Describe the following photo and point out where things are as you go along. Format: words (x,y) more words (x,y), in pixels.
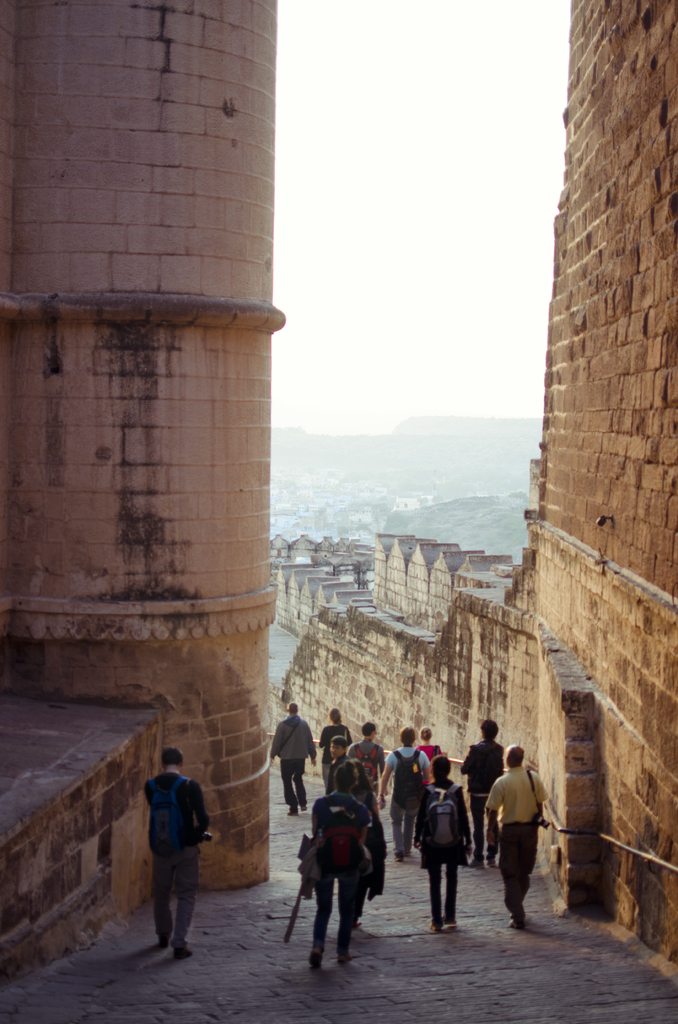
In this image we can see a group of people (282,729) walking on the pathway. We can also see a monument (514,705). On the backside (359,515) we can see some buildings (370,512), the hills (423,480) and the sky (394,201) which looks cloudy.
